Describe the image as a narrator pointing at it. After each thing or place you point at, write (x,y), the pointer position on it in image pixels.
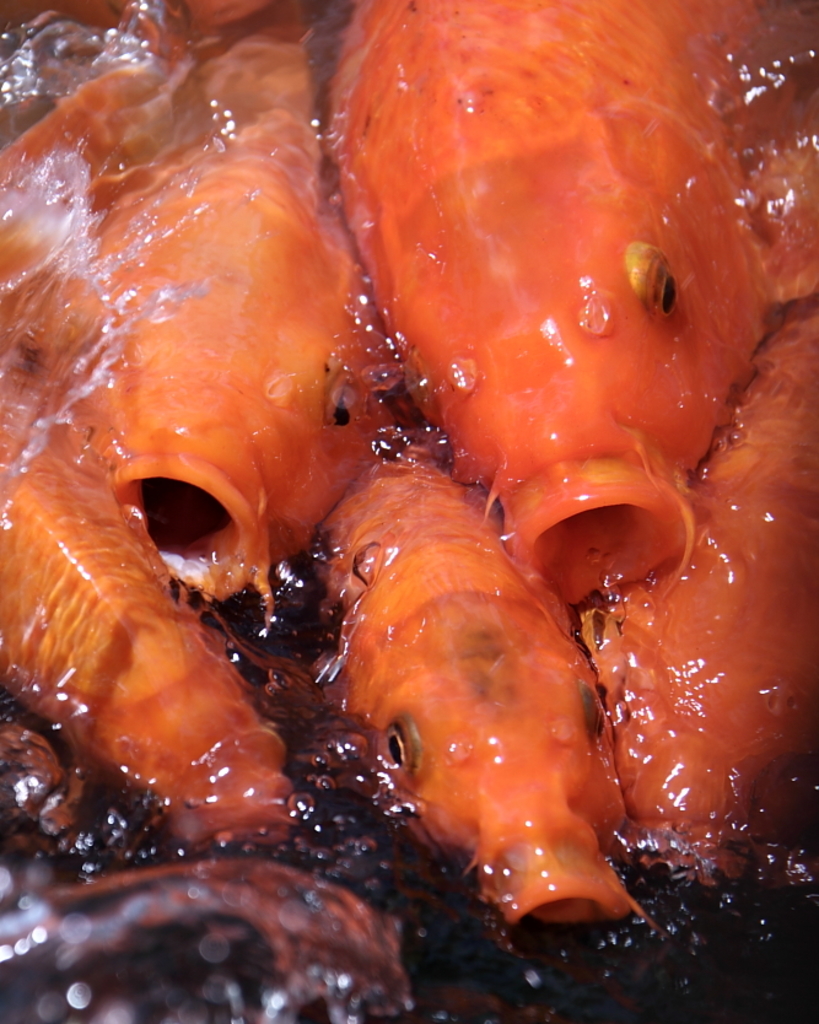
In this image I can see few orange color fishes (397,537) in water (365,798).
